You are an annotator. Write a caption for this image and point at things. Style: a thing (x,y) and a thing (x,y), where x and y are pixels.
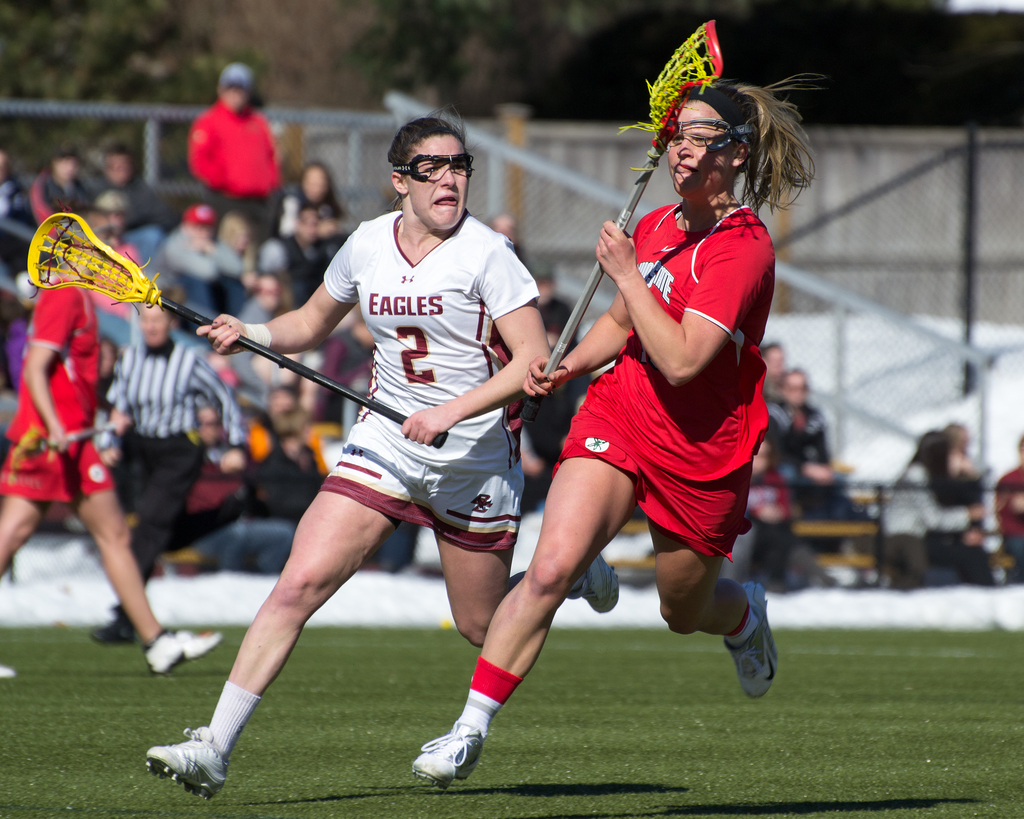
In this image, in the foreground (704,90) we can see two women (415,374) are running and holding some kind of rod (711,76) and we can see many people (1009,508) sitting on the back (20,359).
